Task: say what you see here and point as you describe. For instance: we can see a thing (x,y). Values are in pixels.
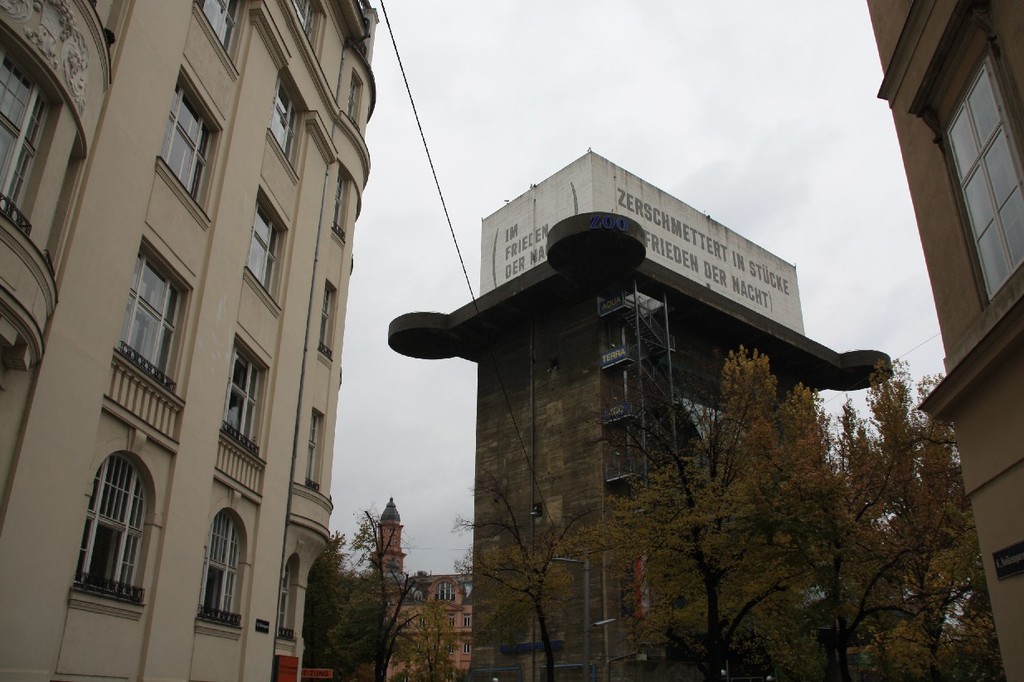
In this picture we can see trees (788,535), buildings (937,226) with windows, name board (1015,563), walls (655,235) with some text (540,247) on it, steps (669,335) and in the background (391,438) we can see the sky (721,139).
